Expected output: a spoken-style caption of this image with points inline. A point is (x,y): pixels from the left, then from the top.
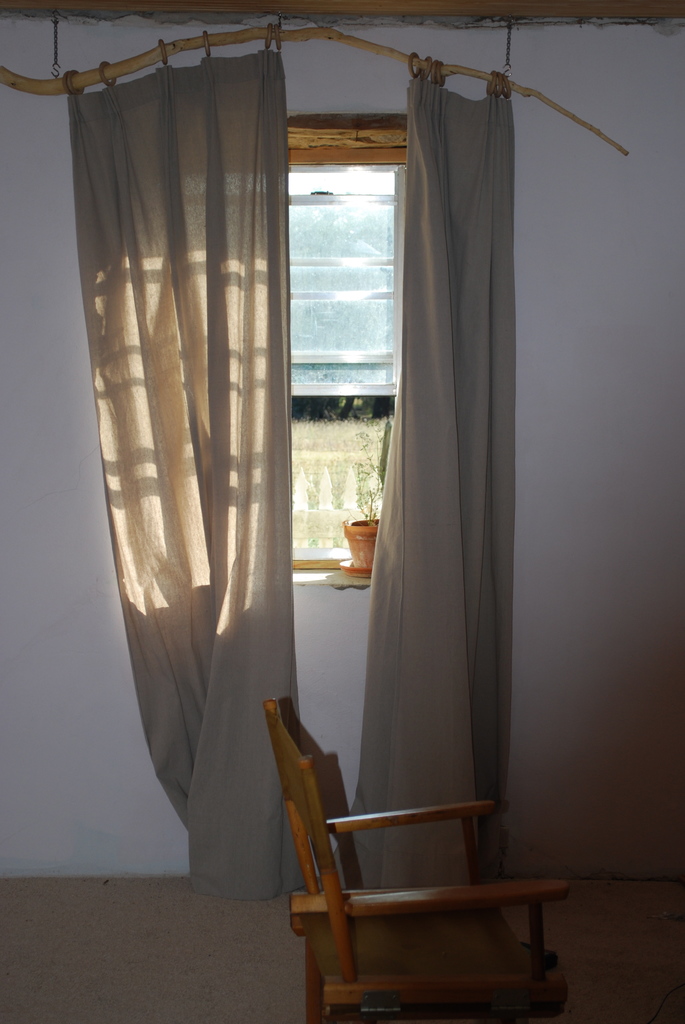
In this image, we can see the wall (34,594) with a glass window (382,323). We can see the ground (4,907) and a chair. We can also see a pot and some curtains (444,721) to a pole (12,72).
